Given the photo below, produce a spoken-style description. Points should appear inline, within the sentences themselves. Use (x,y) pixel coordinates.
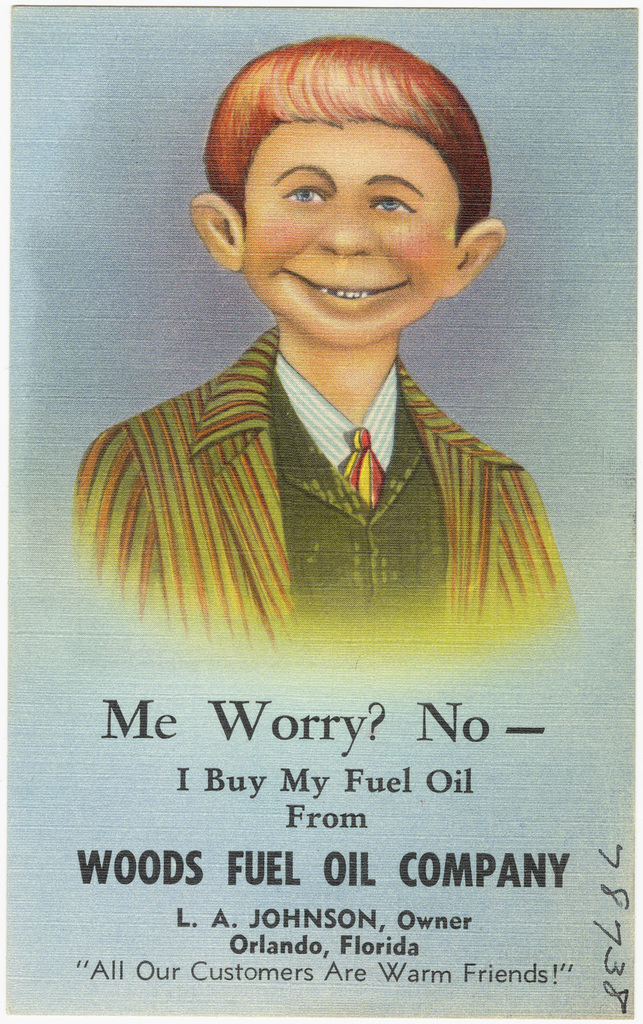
In this image we can see an advertisement (354,544). At the top of the image (306,247) we can see a person's picture (299,476). At the bottom of the image (140,719) we can see the text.
